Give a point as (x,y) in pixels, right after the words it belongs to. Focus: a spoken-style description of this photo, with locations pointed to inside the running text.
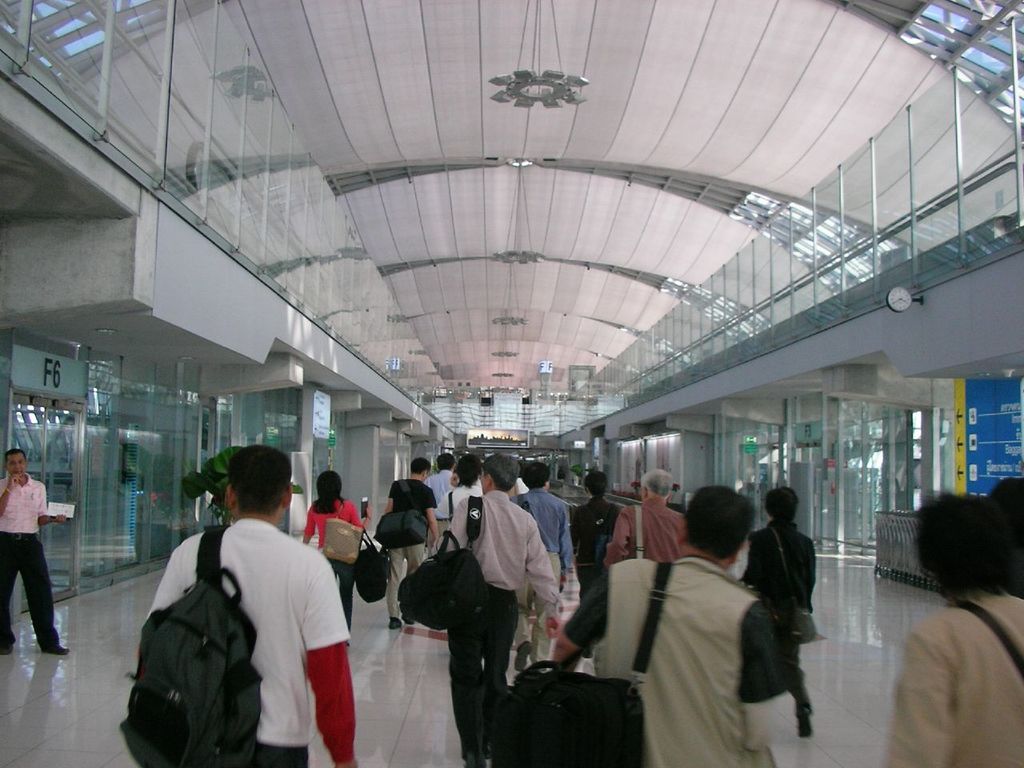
In the foreground (200,621), I can see a group of people (321,590) on the floor (857,590) and boards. In the background (709,468), I can see pillars (371,447), glass windows (77,475), doors (754,478), fence (747,322) and a rooftop (759,20). This image taken, maybe in an airport (55,707).
